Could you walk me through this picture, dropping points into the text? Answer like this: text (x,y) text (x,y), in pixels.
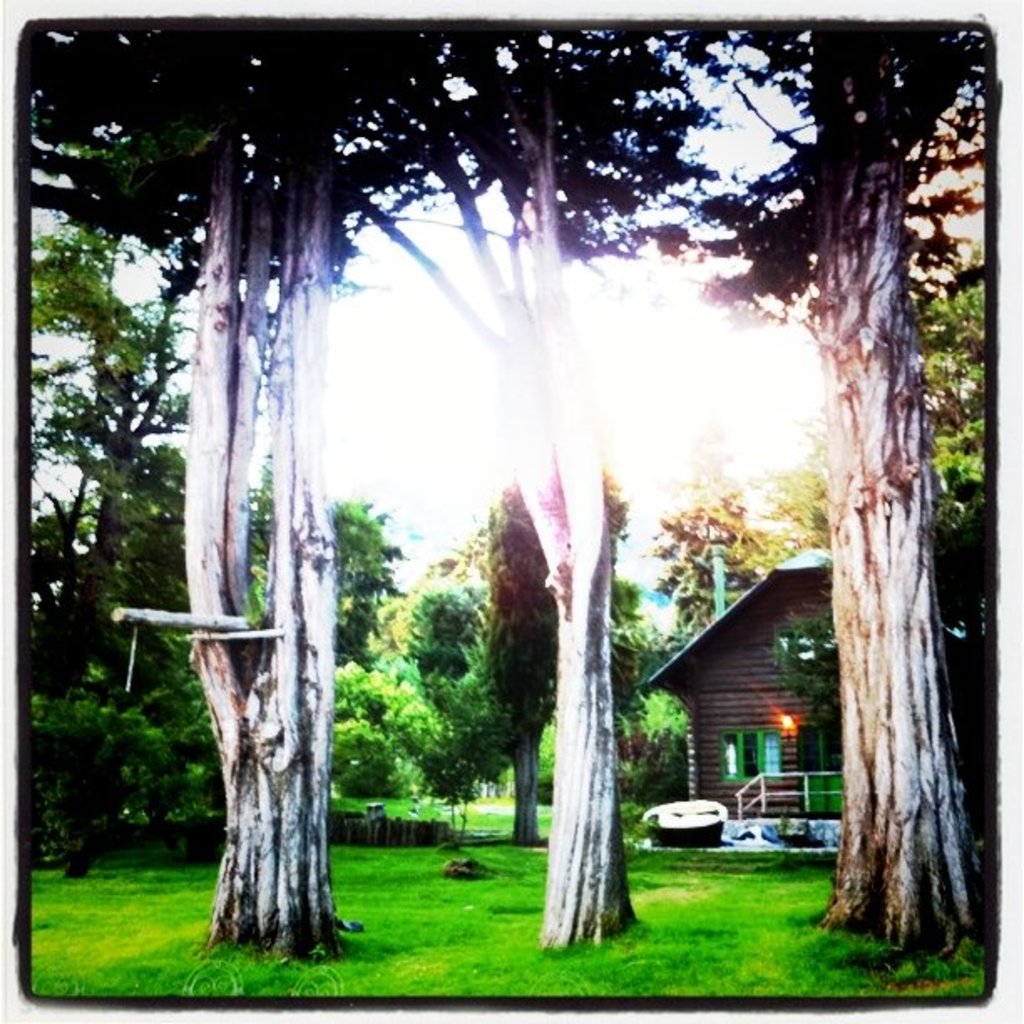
In the center of the image (468,605) there are trees (966,874). On the right (834,825) there is a shed (759,702). In the background (475,424) there is sky (463,476). At the bottom (421,936) there is grass (703,969).
